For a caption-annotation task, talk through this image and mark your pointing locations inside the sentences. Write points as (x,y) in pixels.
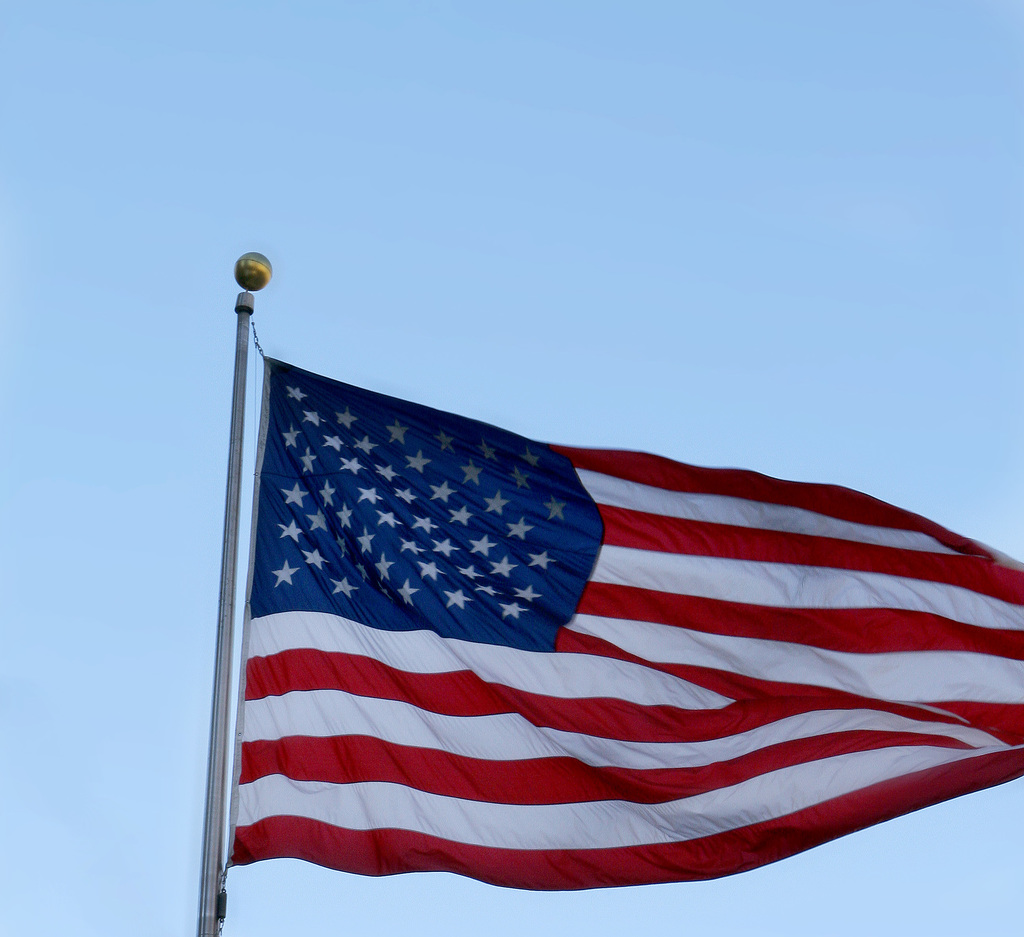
Here we can see a flag (458,674) to a pole (238,329) and there is an object (265,270) on the pole (248,315). In the background (312,300) we can see sky (905,458).
